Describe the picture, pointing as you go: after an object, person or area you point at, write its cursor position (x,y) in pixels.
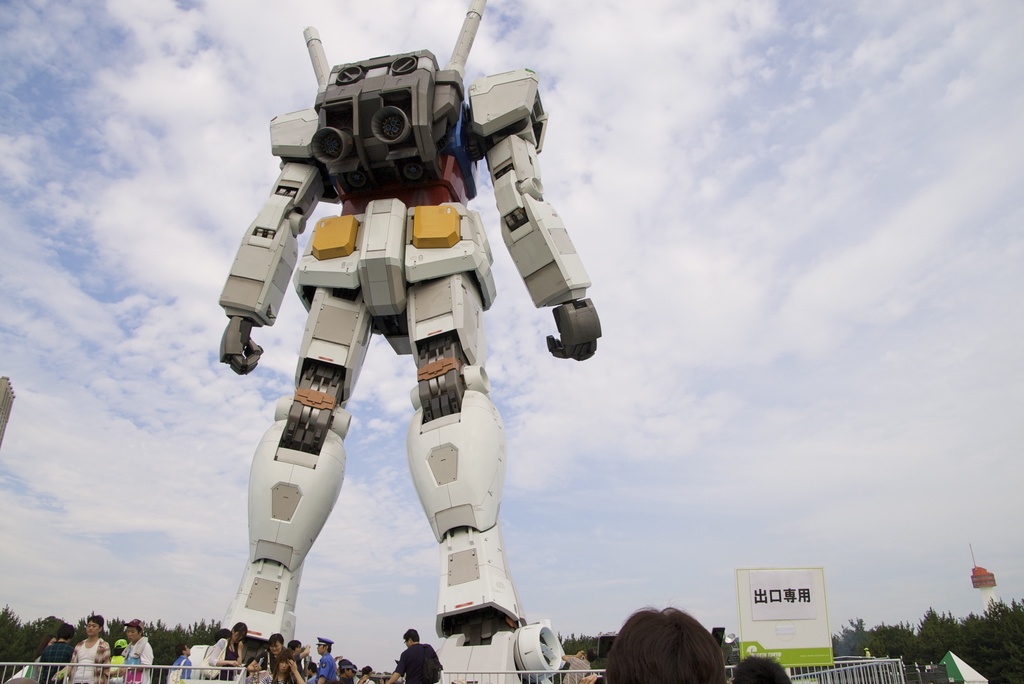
In this picture we can see a robot (269,602). There is a fence (51,663) and a few people (68,651) on the left side (65,654). There is a board (816,659), fence (855,666) and a red object (980,570) in the air. Sky (20,328) is cloudy.
